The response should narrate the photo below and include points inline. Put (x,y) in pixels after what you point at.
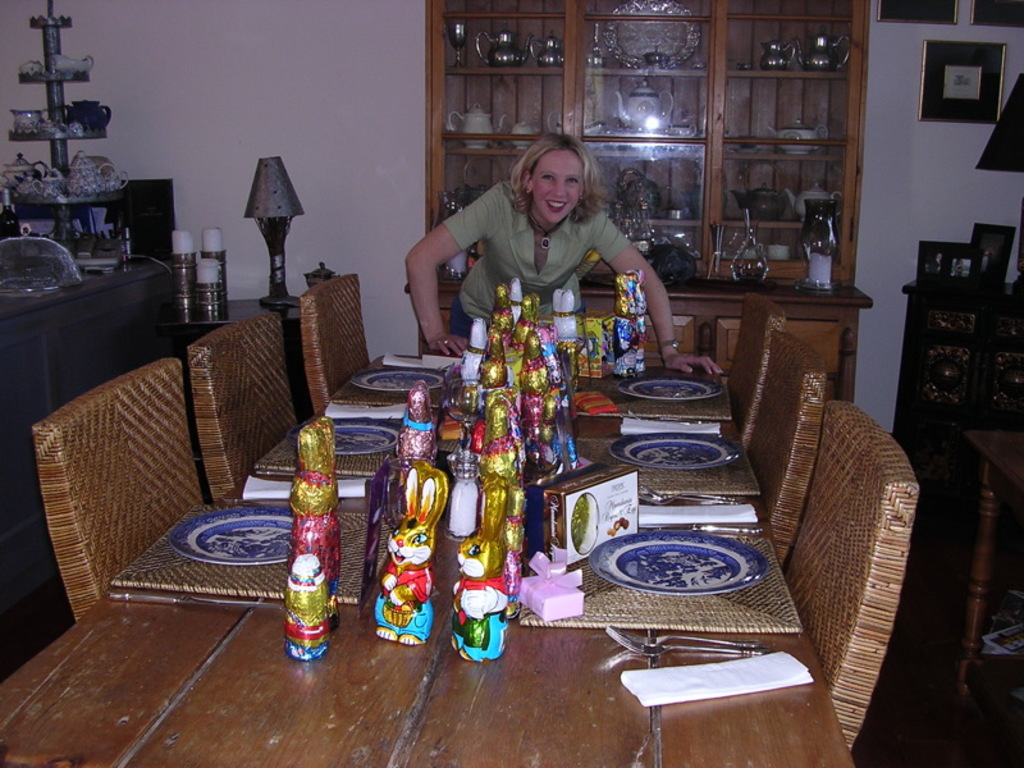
In this image we can see a woman (494,252) standing near the table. There are many things (512,431) placed on the table (450,680). We can see chairs (79,468), cupboards (444,82) with some things (632,58) in it, lamp (286,209) and photo frames (962,102) on the wall (947,139).
